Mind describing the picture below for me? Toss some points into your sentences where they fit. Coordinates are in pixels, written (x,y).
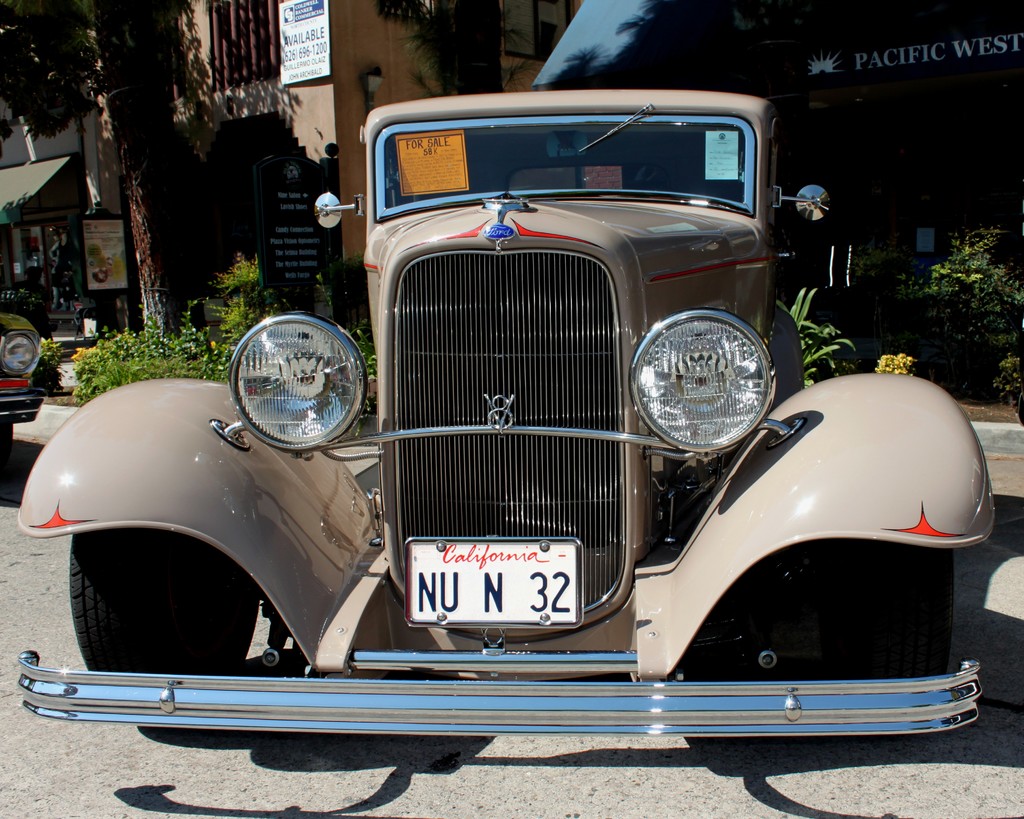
In the picture we can see a vintage car (688,710) which is parked near the path (3,665) and behind it, we can see some plants (1003,362), tree (120,146) and building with a window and behind the car (672,709) we can see a part of another car headlight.
